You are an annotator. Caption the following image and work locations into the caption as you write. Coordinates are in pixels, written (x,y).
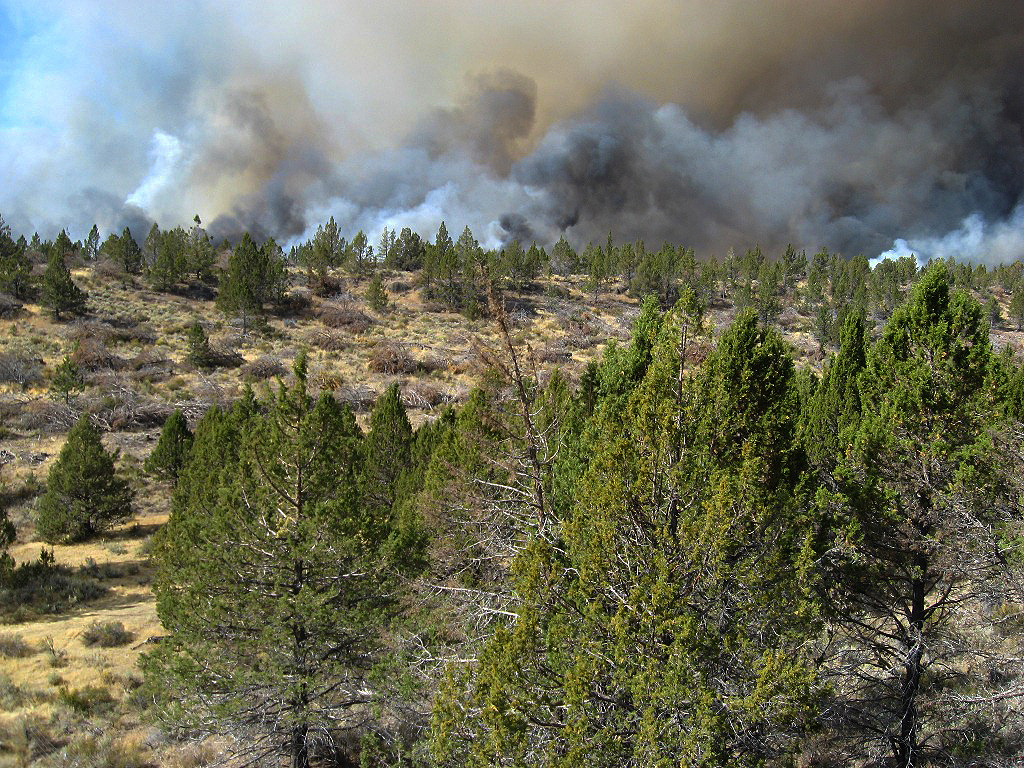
In this picture we can see so many trees (453,615) and clouded sky (487,166).
